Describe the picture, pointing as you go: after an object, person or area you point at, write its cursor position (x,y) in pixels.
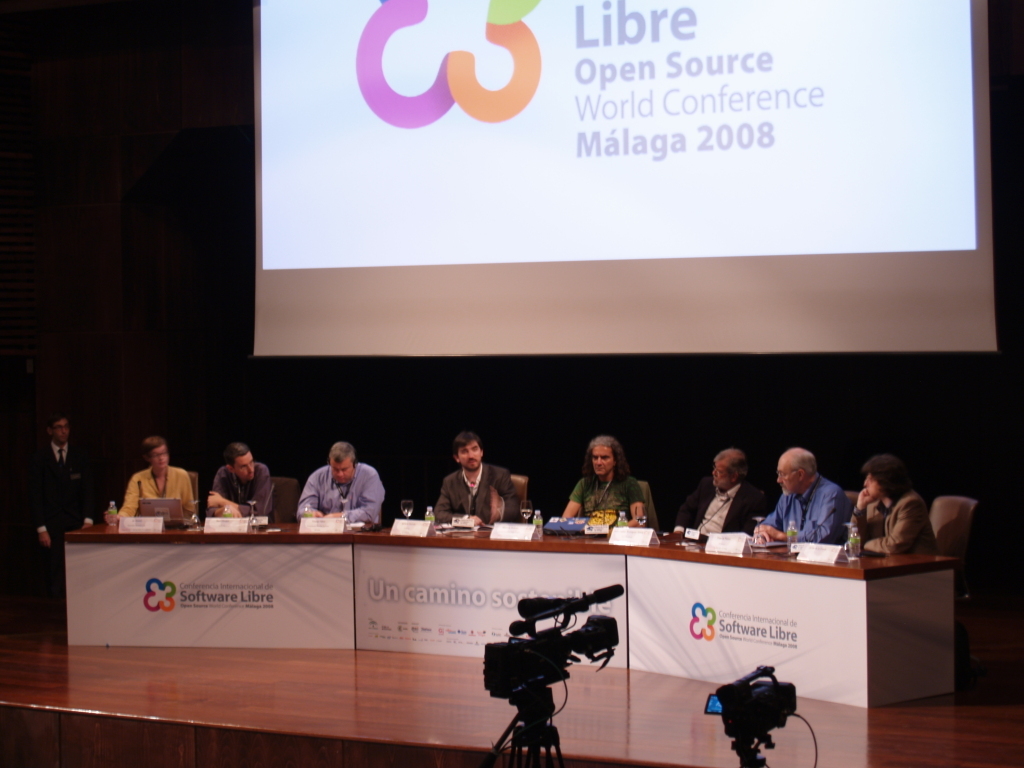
In this image in the center (572,512) there are a group of people (911,534) who are sitting, and in front of them there is one table (276,563). On the table (155,554) there are some name boards (148,529) and some objects (249,527) and in the foreground (552,697) there are two cameras (732,708), in the background (438,272) there is one screen (595,116). On the screen (568,209) there is some text (578,139).
